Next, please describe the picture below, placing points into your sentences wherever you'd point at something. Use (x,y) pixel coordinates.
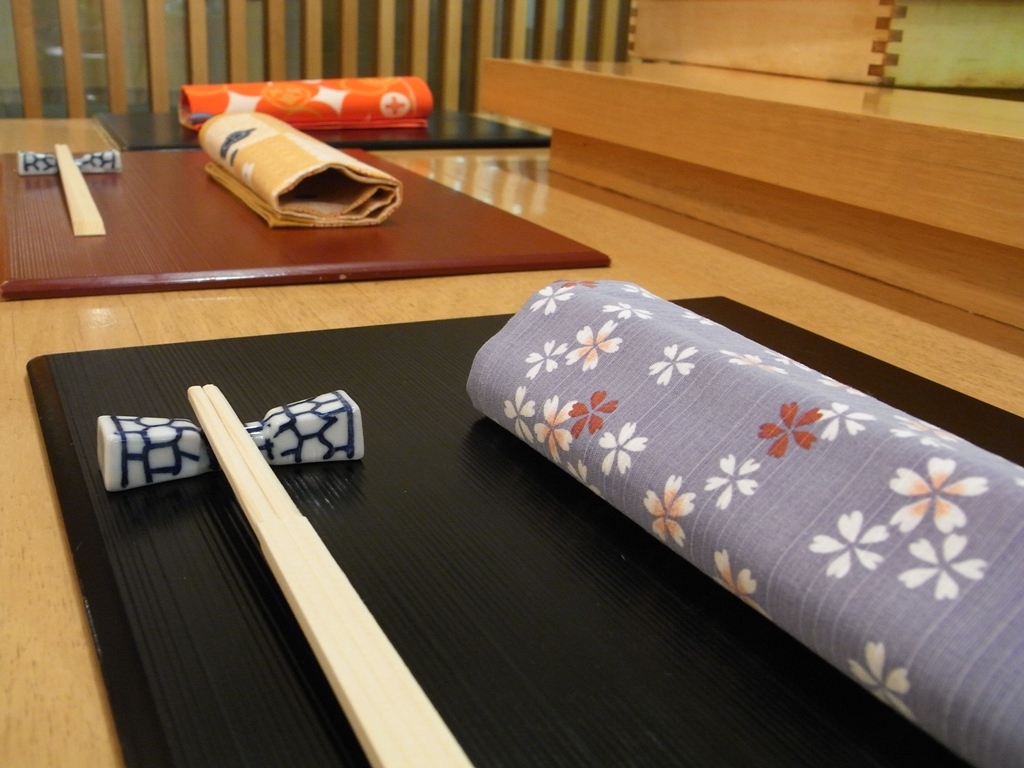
In the image we can see there is table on which there are cloth (670,466) and chopsticks (322,646) are kept.
